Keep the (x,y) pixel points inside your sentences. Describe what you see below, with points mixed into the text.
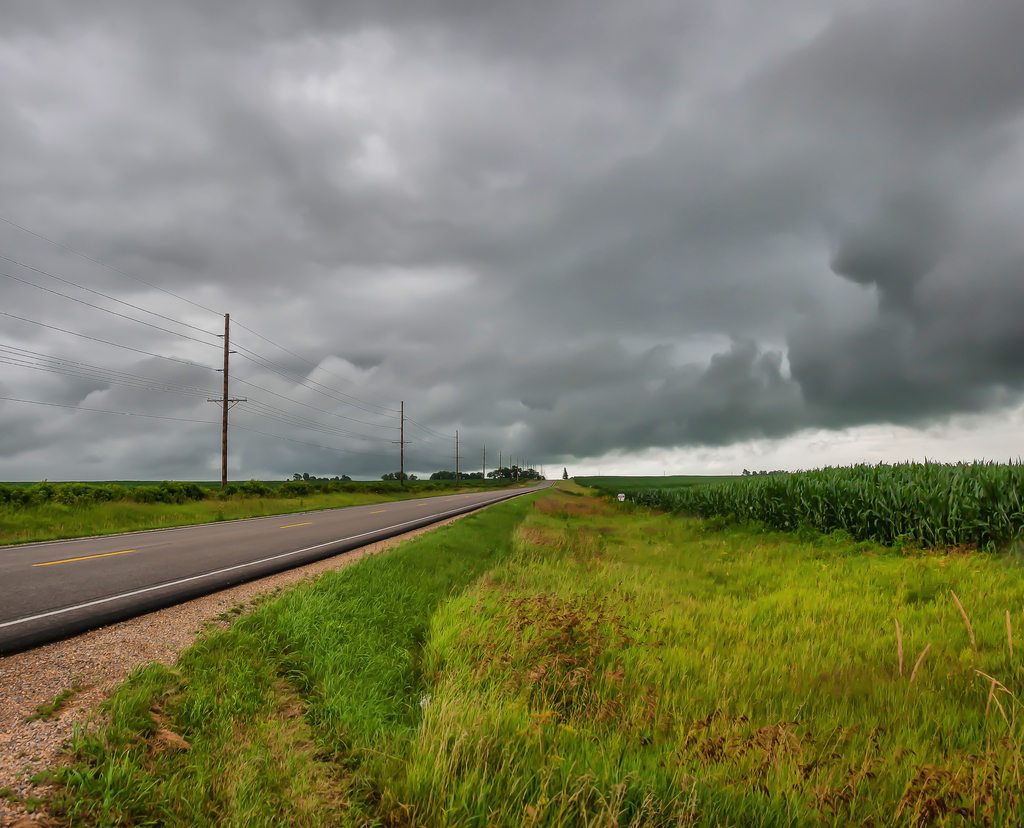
In this image there is a empty road (471,493) beside that there are some electrical poles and grass fields (932,661).
